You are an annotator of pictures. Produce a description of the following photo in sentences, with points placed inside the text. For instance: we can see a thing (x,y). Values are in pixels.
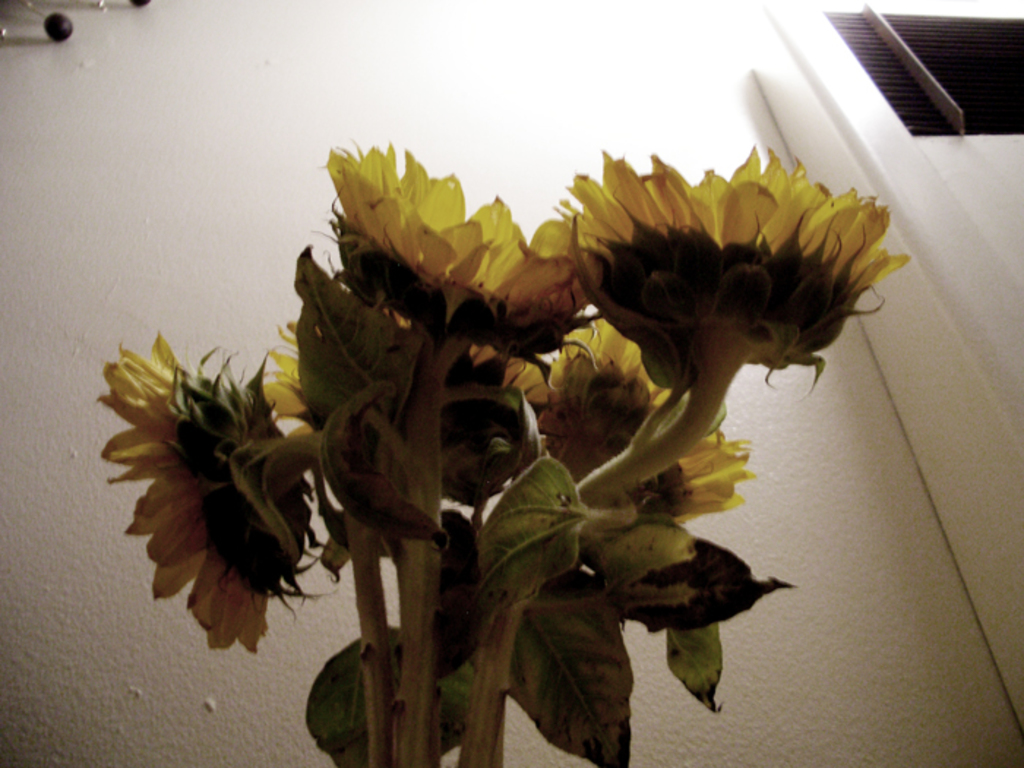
In the center of the image (417,357) we can see the flowers (261,493) and leaves (531,494). In the background of the image (875,620) we can see the wall (632,164) and vent (953,66). In the top left corner (50,36) we can see some objects (69,27).
